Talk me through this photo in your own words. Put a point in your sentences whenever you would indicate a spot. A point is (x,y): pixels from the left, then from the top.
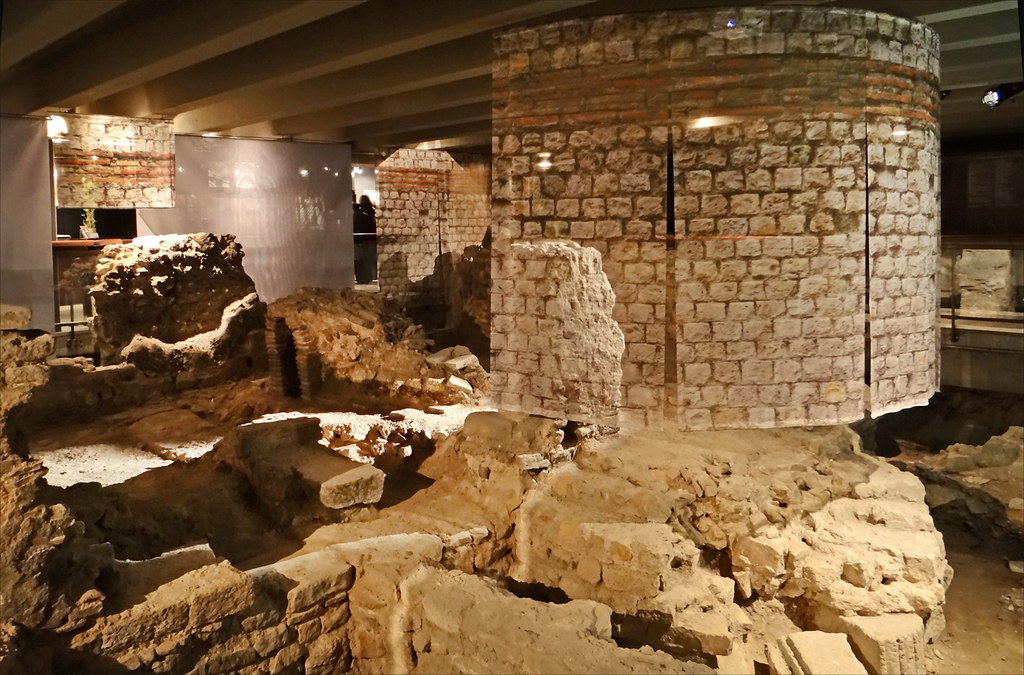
We can see collapsed walls (492,502) and there are brick wall banners (58,144) and boards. In the background (56,292) there are clothes (24,268), lights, objects (1008,291) and few persons (360,271).
